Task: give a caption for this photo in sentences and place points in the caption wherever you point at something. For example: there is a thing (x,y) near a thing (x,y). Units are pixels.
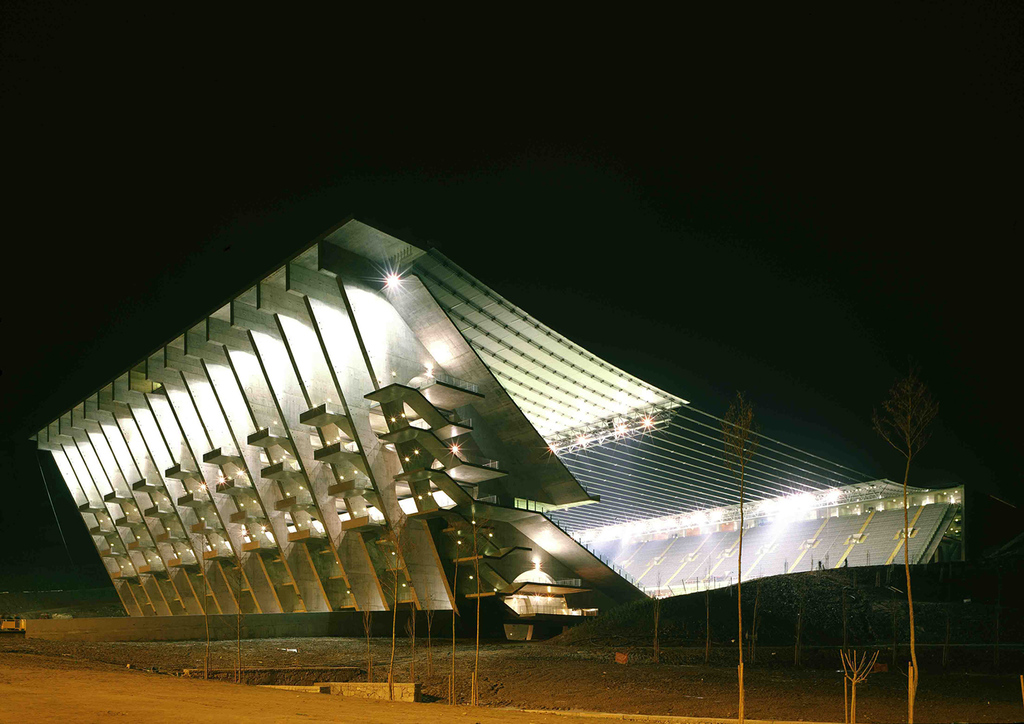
In this picture, we can see a stadium (359,471). At the bottom of the image (438,673), there are plants (455,625) and ground (707,675). Behind the stadium (341,390), there's a dark background (451,122).
